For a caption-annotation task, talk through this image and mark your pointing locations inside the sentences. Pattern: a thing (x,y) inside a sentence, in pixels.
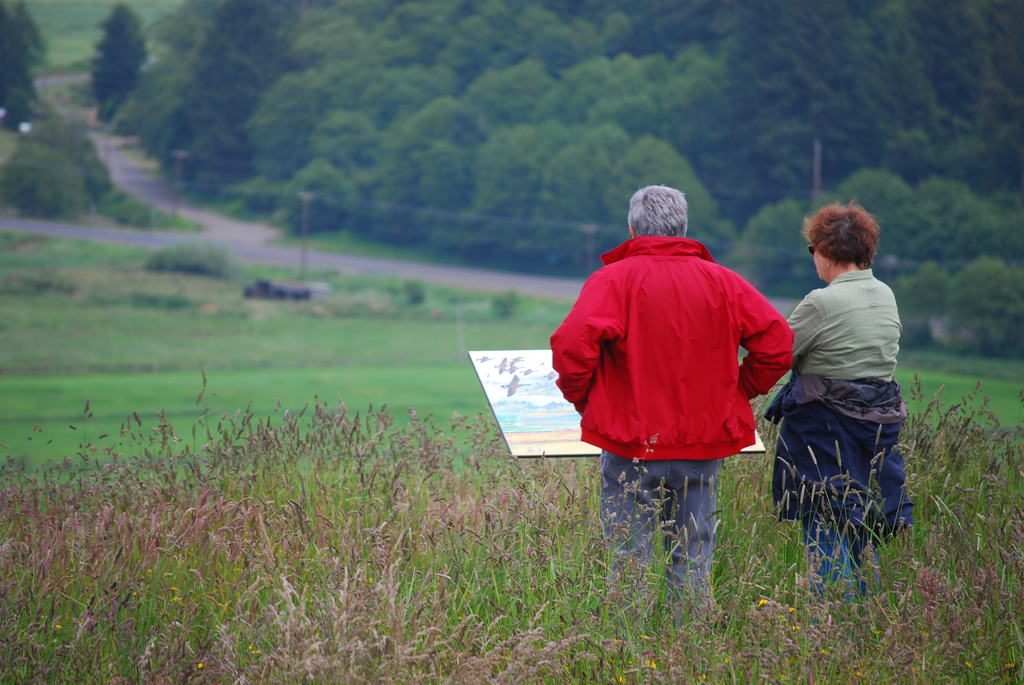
In this image we can see man (659,324) and woman (809,368) standing on the grass (594,592) at board (574,438). In the background (455,358) we can see trees (486,219), road (332,256), pole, grass (268,345) and plants (136,417).
